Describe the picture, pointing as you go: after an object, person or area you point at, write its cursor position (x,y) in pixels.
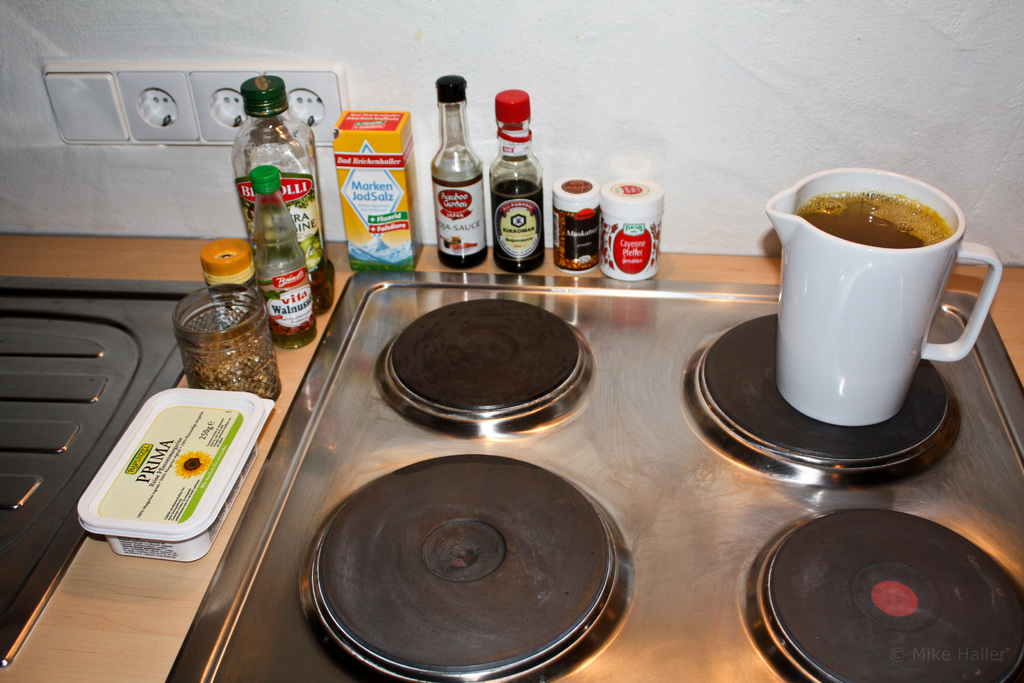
In this image, we can see some objects (276,313) like bottles (266,266), a mug (793,278), a container (231,425). We can also see some black colored objects (69,423). In the background (592,108), we can see the wall (361,97) with an object (244,75) attached.
